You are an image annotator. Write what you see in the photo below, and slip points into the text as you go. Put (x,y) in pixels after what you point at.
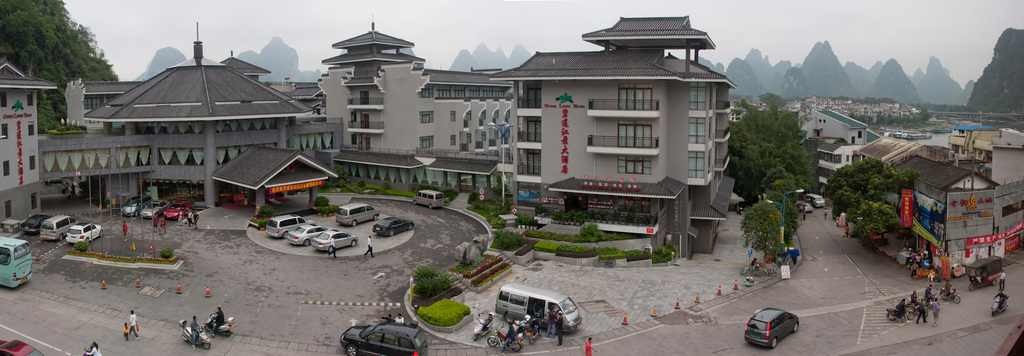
There are vehicles (361,351) on the road (632,332). Here we can see traffic cones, poles (121,155), plants (428,315), boards (532,199), buildings (483,179), and few persons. In the background (496,30) there is sky (795,12).
